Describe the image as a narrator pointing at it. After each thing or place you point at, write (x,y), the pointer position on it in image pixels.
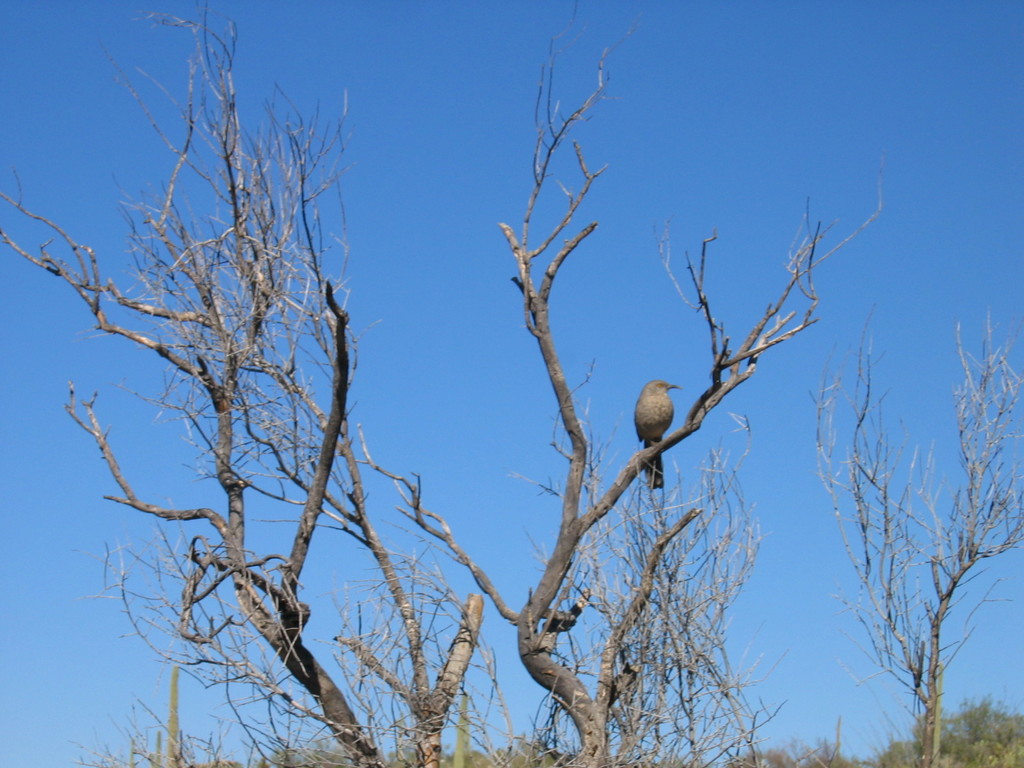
In this image I can see a bird (668,420) is on the dry tree (668,437). Bird (651,425) is in grey color. Back I can see few green trees (1007,728) and sky (906,274) is in blue color.
